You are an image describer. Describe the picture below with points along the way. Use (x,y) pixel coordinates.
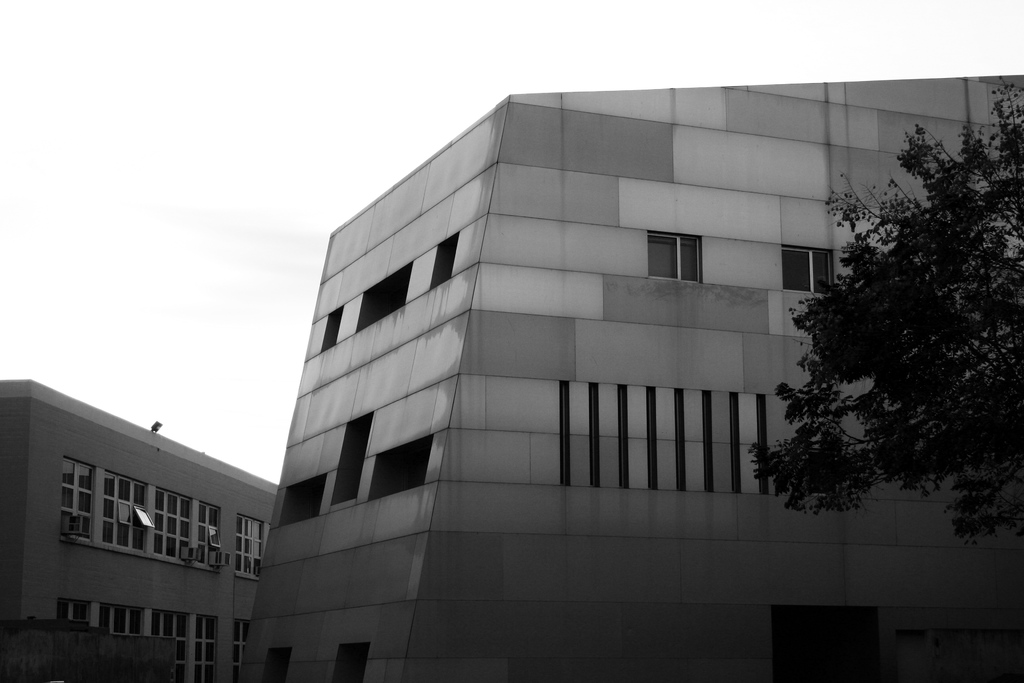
This is a black and white image. In the image there are buildings (329,487) with walls (199,484) and windows (344,466). On the right side of the image (932,272) there is a tree (938,383).
